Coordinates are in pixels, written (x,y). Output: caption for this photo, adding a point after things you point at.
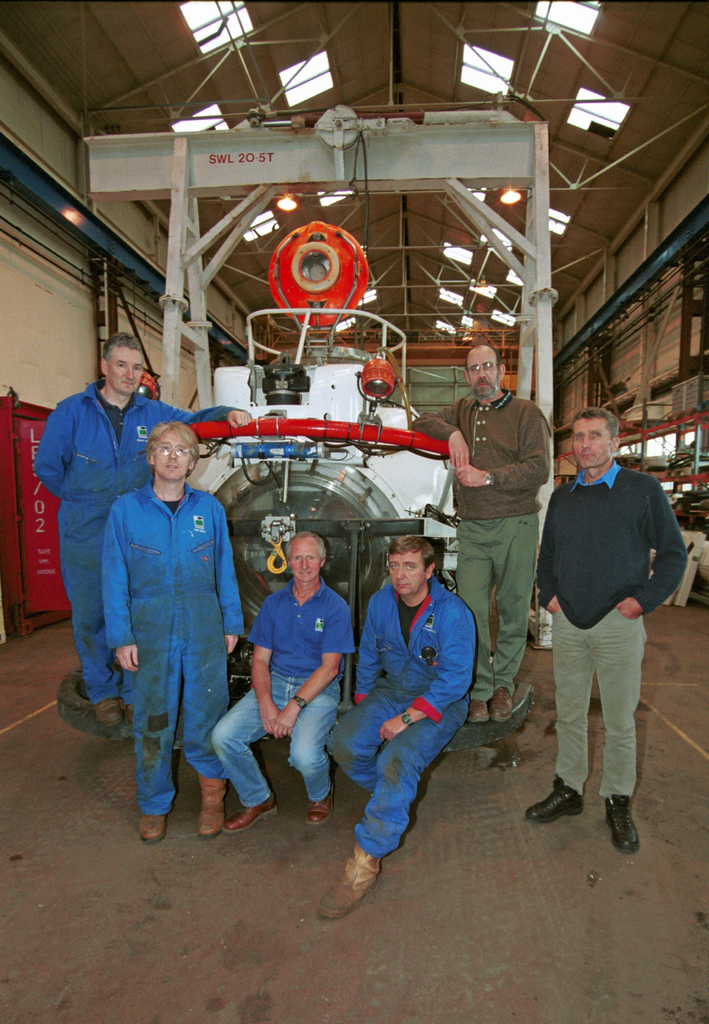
In this image we can see a machine (338,542), some people (470,501) were standing on the machine (420,431) and some people (408,622) were sitting on the machine (340,444) and two people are standing on the floor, on the top (305,86) there is a roof (305,86) with the lights (305,86).
